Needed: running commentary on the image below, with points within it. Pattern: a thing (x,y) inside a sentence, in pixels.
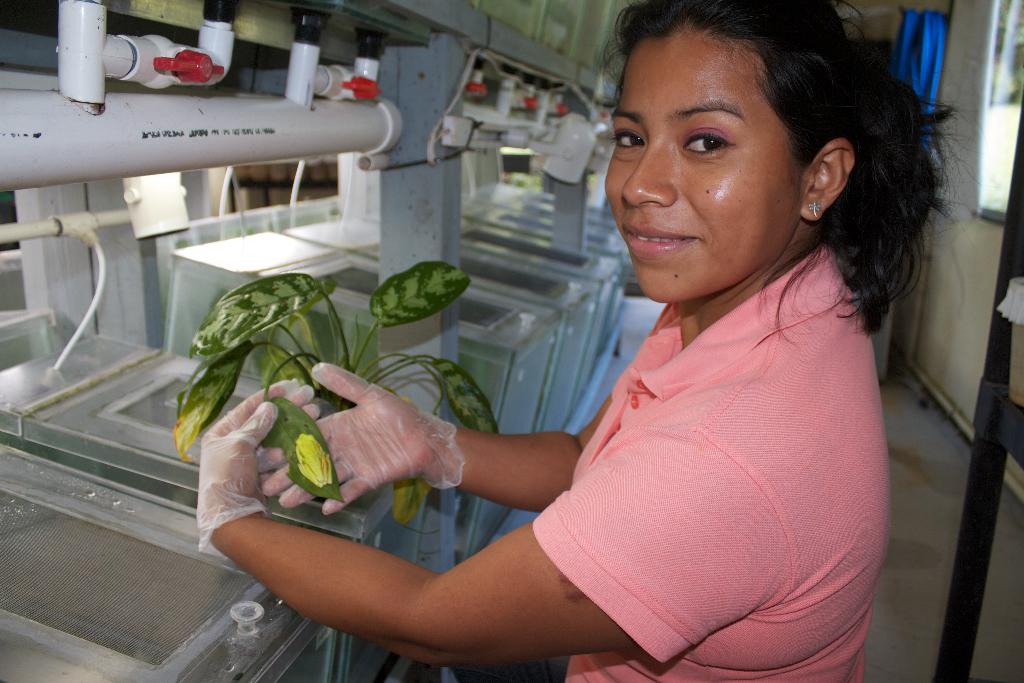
In this image we can see a person (555,445), plant (279,362) and some other objects (46,535). On the left side of the image (304,143) there are some pipes (336,123), taps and some other objects (354,174). On the right side of the image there are objects (981,128). In the background of the image (925,65) there is cloth (939,41) and other objects (1008,62).
